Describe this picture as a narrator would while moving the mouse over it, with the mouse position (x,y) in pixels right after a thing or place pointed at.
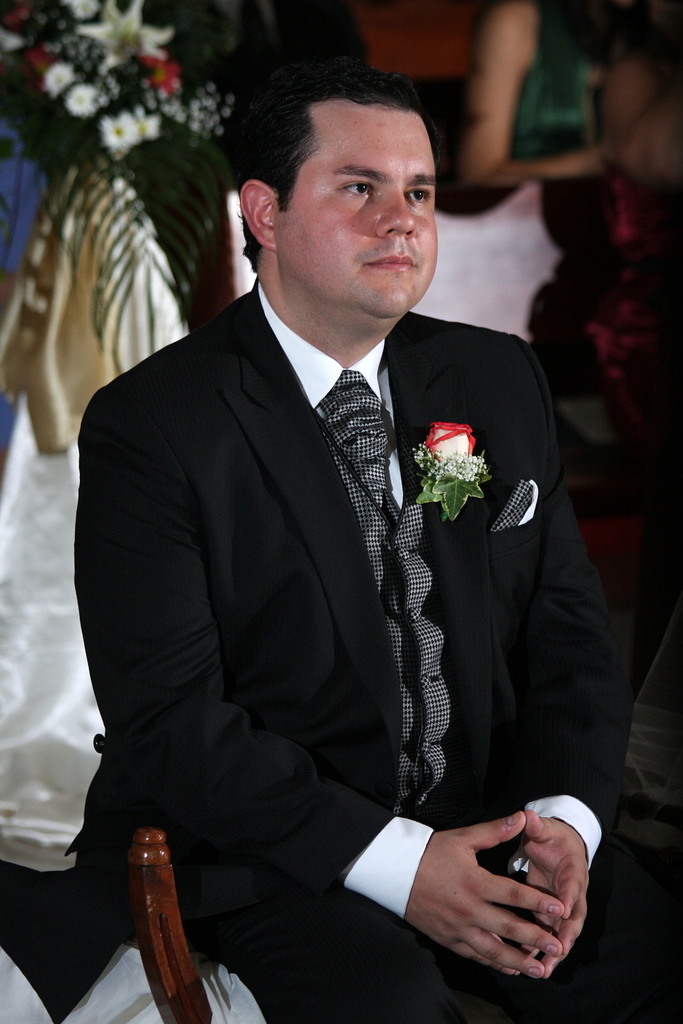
In this image, we can see a person (364,345) wearing clothes (359,614). There are some flowers (165,91) in the top left of the image (164,88). There is an another person (518,40) in the top right of the image (565,128).
